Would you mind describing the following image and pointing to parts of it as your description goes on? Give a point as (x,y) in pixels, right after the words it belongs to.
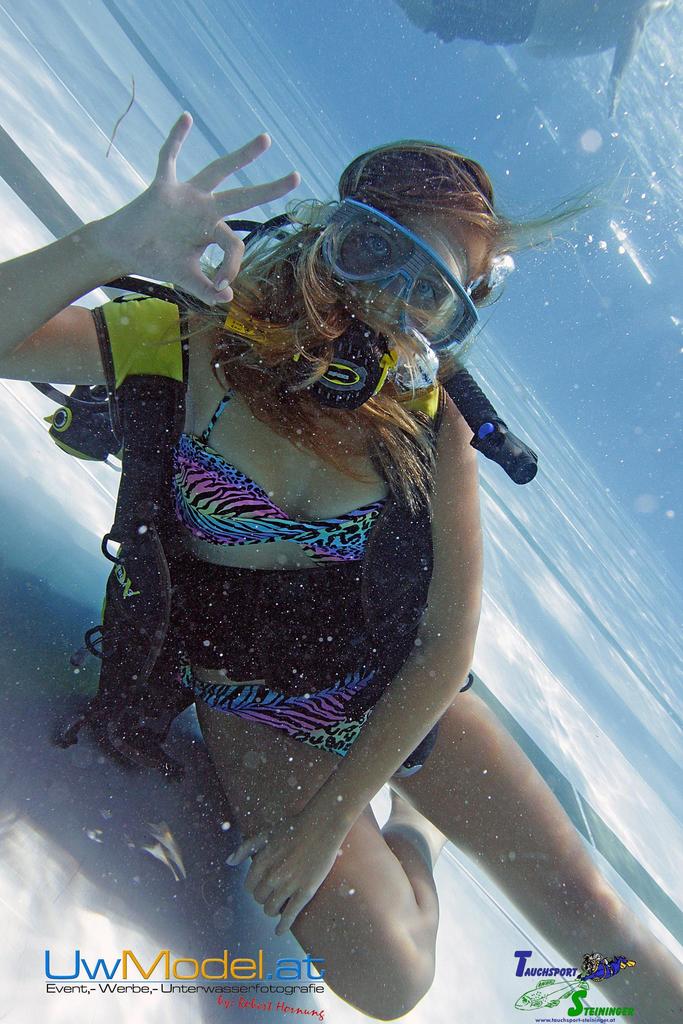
In this picture there is a girl (274,325) in the center of the image (450,465) in the water (548,577), she is swimming.
